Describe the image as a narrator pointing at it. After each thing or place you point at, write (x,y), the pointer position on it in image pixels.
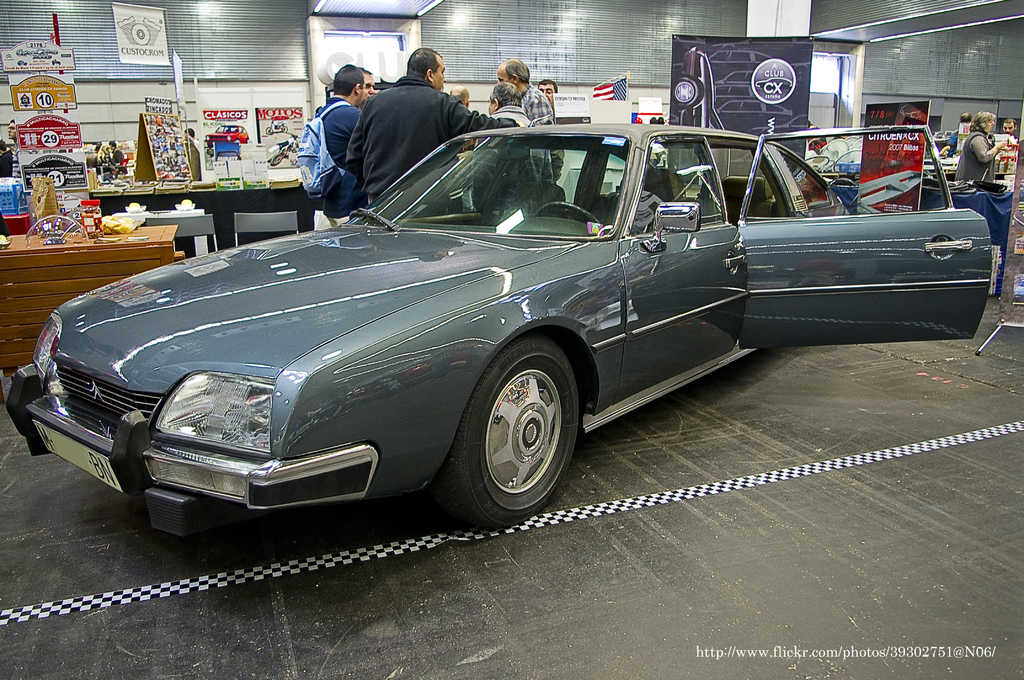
In this image I can see there is a car (718,355) on the floor (954,462) beside that there is a table (35,292) with so many things (180,163) also there are some banners (1021,232) on the wall (947,80).
